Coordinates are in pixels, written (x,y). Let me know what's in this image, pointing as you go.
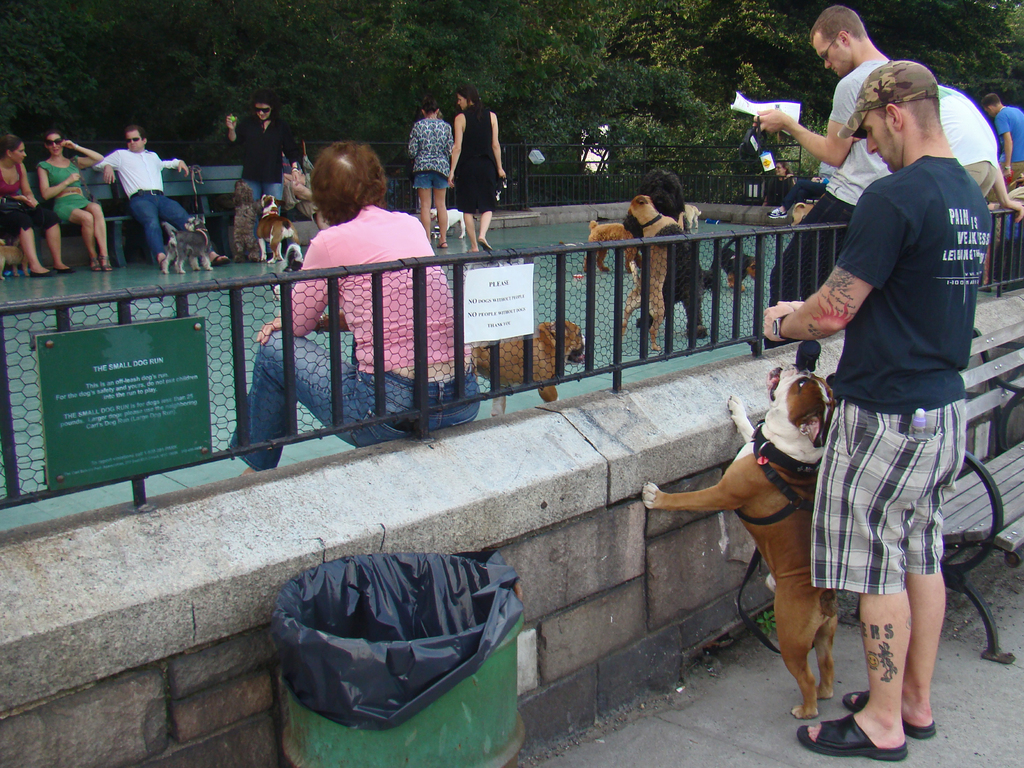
In this picture there is a empty area (496,239) where young dogs (533,348) are playing and around them there are people (314,177) sitting. We also observe a brown dog (764,514) with a man (878,344) standing behind.
